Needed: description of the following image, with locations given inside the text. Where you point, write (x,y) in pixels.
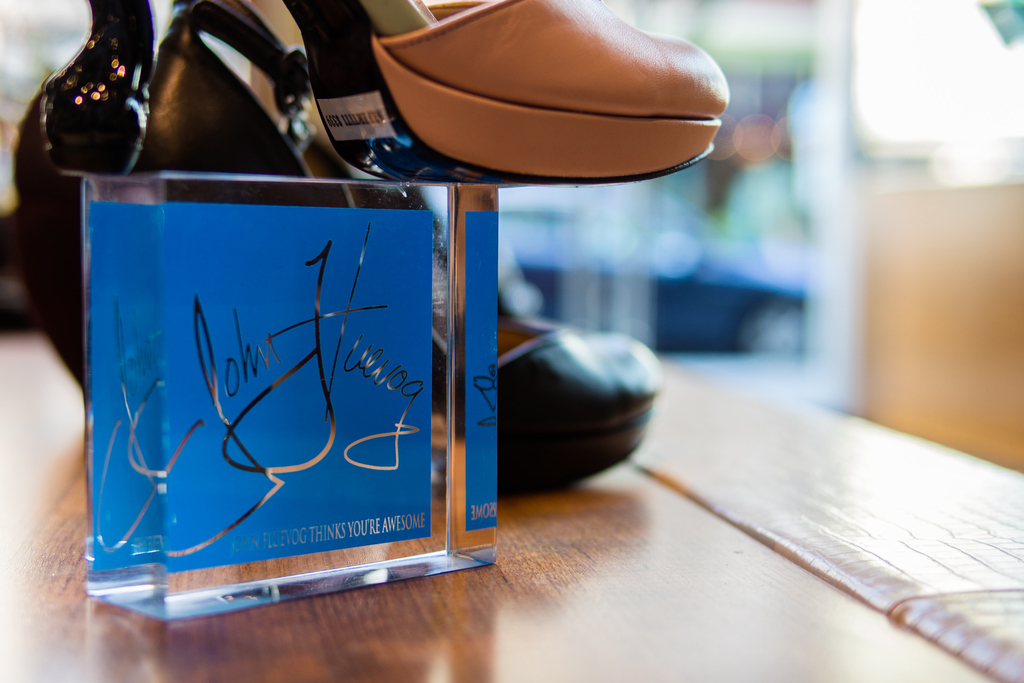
In this image we can see footwear (541,123) placed on a glass item (225,369) kept on the table (660,436).
